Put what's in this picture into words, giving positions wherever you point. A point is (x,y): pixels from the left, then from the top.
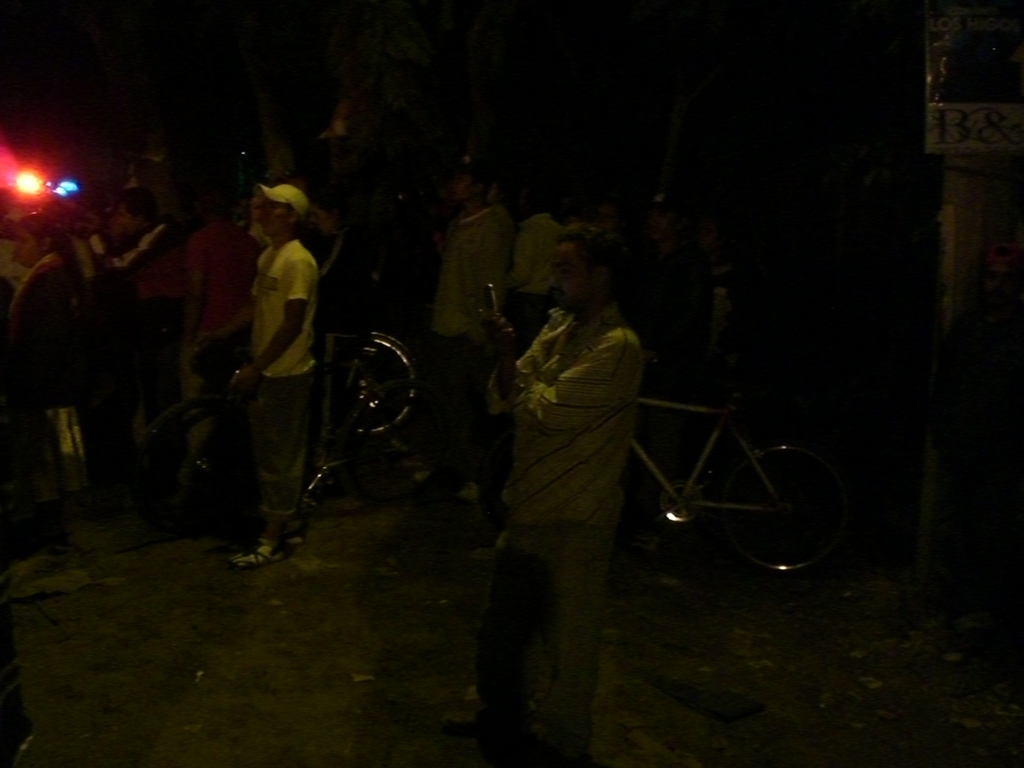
In this image we can see the people (342,299) standing on the ground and there are bicycles (647,447). And we can see a light (54,180), board (973,82) with text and dark background (824,373).
